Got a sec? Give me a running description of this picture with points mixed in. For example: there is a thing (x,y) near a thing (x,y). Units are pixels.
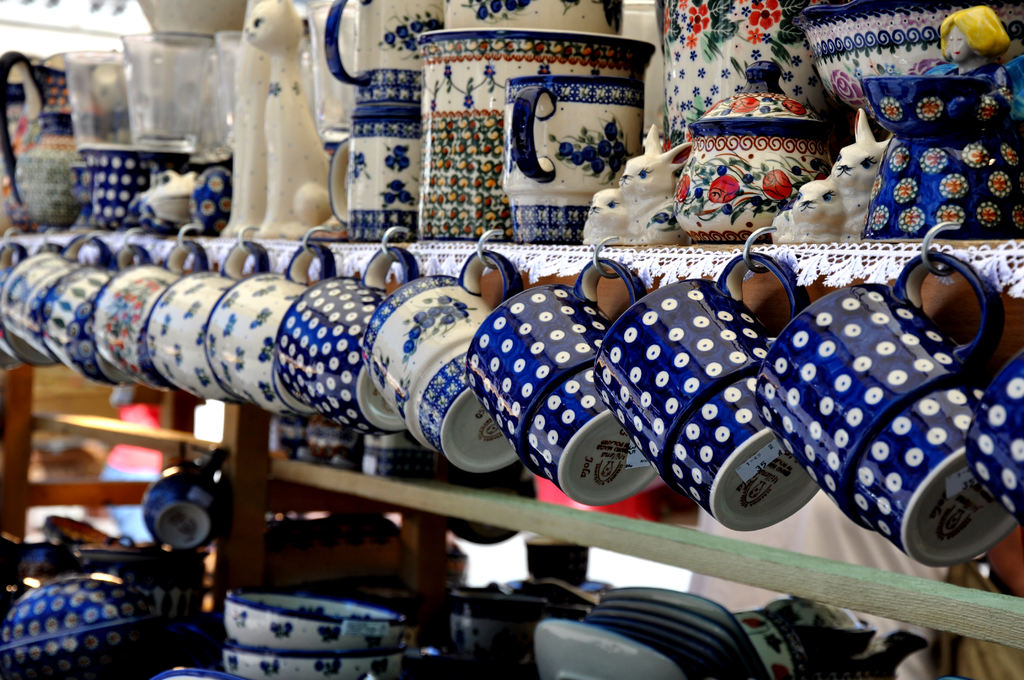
In this image we can see cups (758,377), jars (465,204), toys (849,190), bowls (221,679) and vessels (572,676) placed in a racks (9,460).
